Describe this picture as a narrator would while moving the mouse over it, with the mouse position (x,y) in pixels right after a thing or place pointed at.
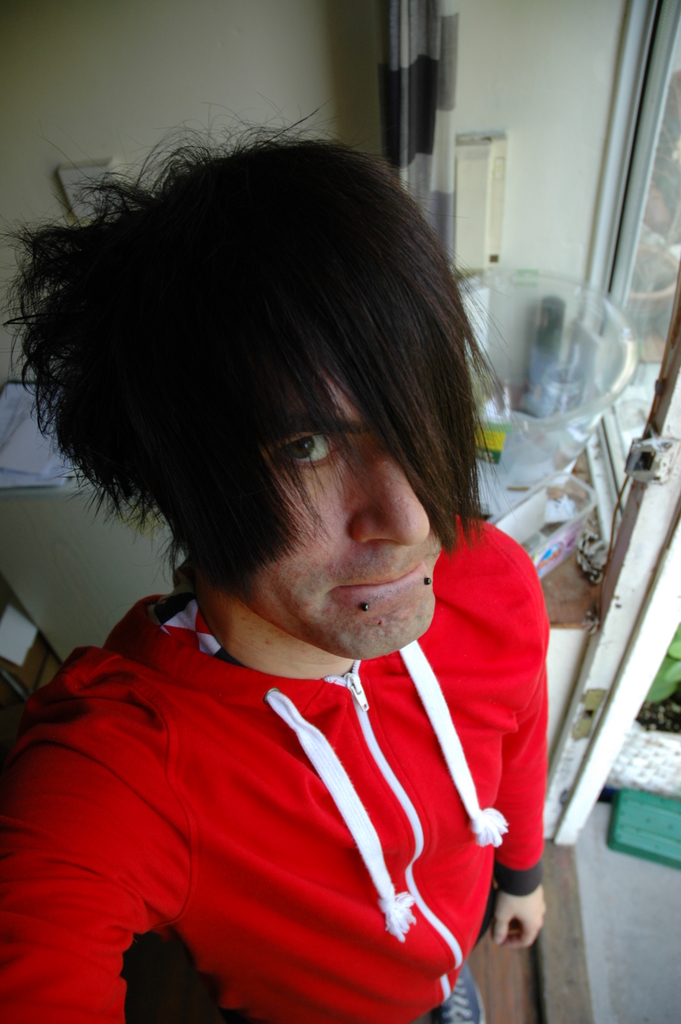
Here I can see a man (266,748) wearing a red color jacket (345,852), standing and taking a selfie. At the back of this person (421,689) I can see a wall (512,107) and few objects (576,484) are placed on a table (573,580).
